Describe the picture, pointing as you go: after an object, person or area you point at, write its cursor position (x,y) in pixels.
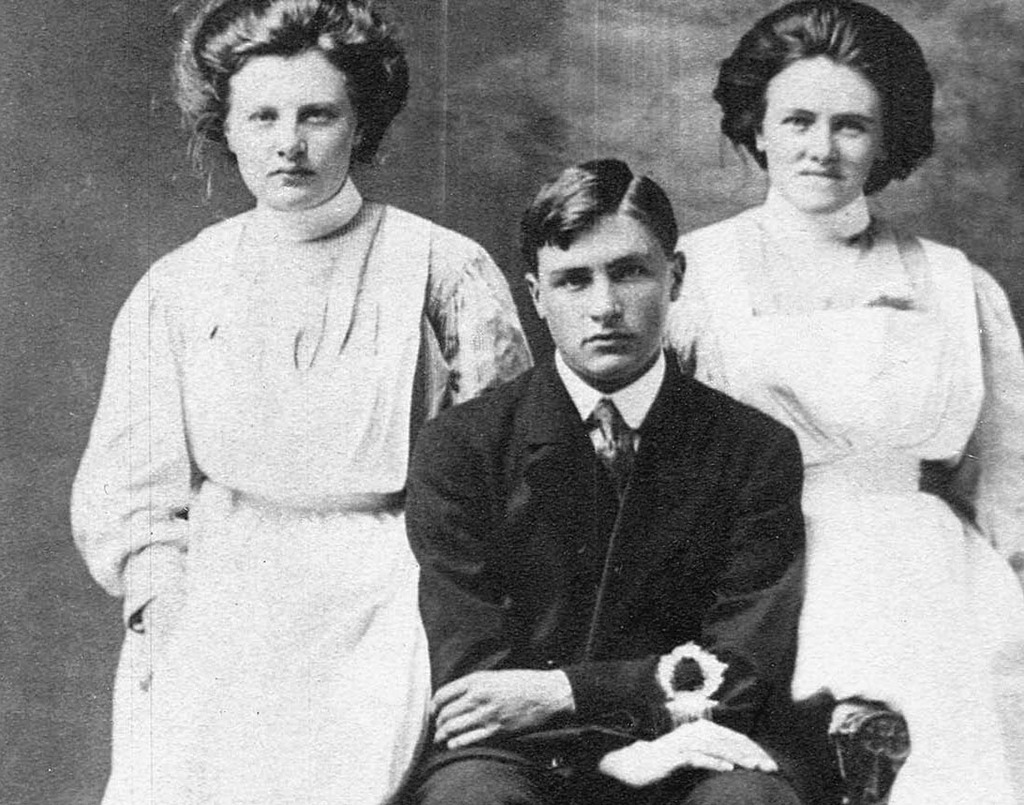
This is a black and white image. Here I can see a man (630,667) sitting on the chair (835,740). On the both sides two women (819,286) are standing. These are giving pose for the picture.
